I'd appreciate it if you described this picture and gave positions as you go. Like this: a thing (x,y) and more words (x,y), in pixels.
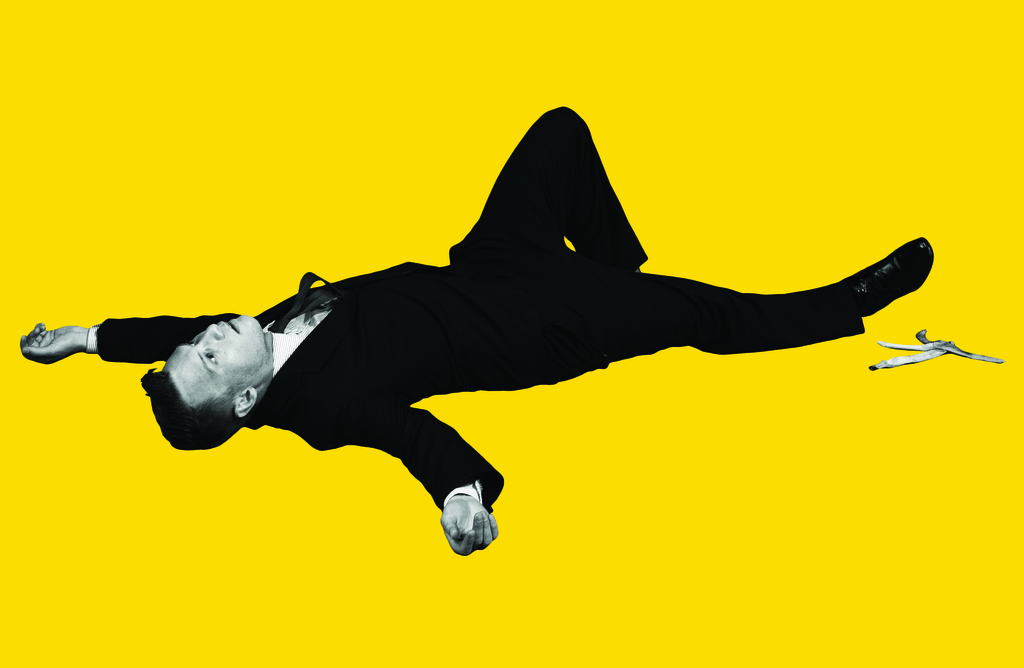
In this image we can see a person (332,346) with black color suit (502,326), there is a banana peel (909,360), and the background (945,386) is yellow in color.
